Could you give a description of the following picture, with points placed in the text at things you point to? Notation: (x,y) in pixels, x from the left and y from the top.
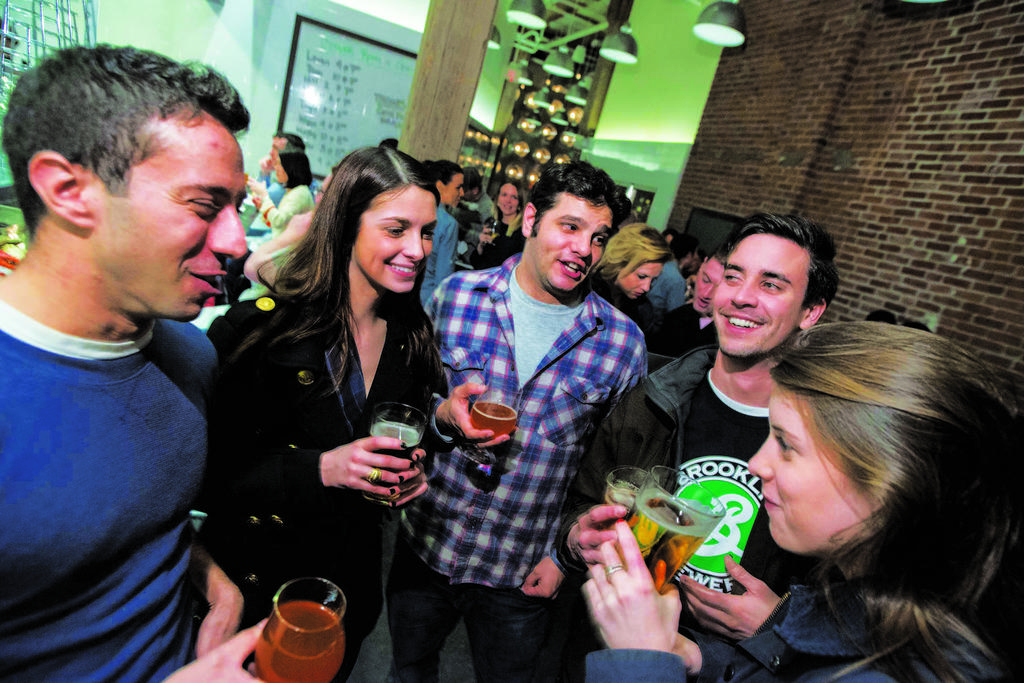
in the image we can see few persons (614,364) were standing and holding glass (670,551) and they were smiling. In the background (794,99) there is a wall (130,28), light (533,181), board (308,90), window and few more persons (477,186) were standing.
